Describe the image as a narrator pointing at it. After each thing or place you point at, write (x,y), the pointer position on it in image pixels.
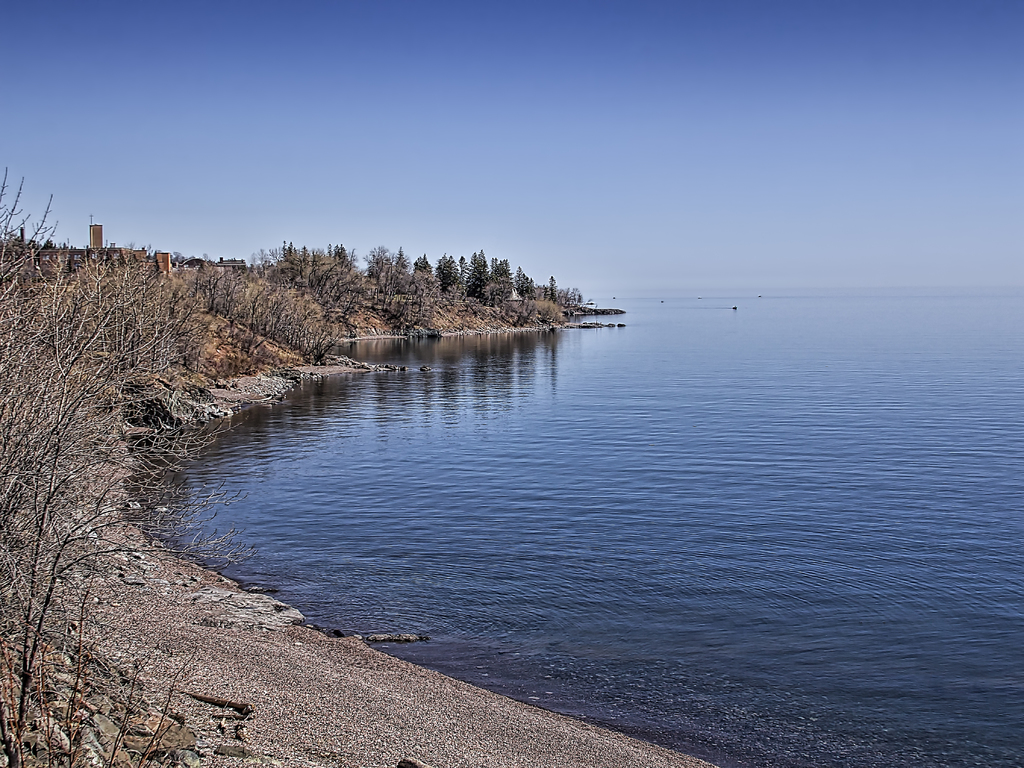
In this image I can see few trees (136,283) and the water (592,454). The sky (639,210) is in blue and white color.
